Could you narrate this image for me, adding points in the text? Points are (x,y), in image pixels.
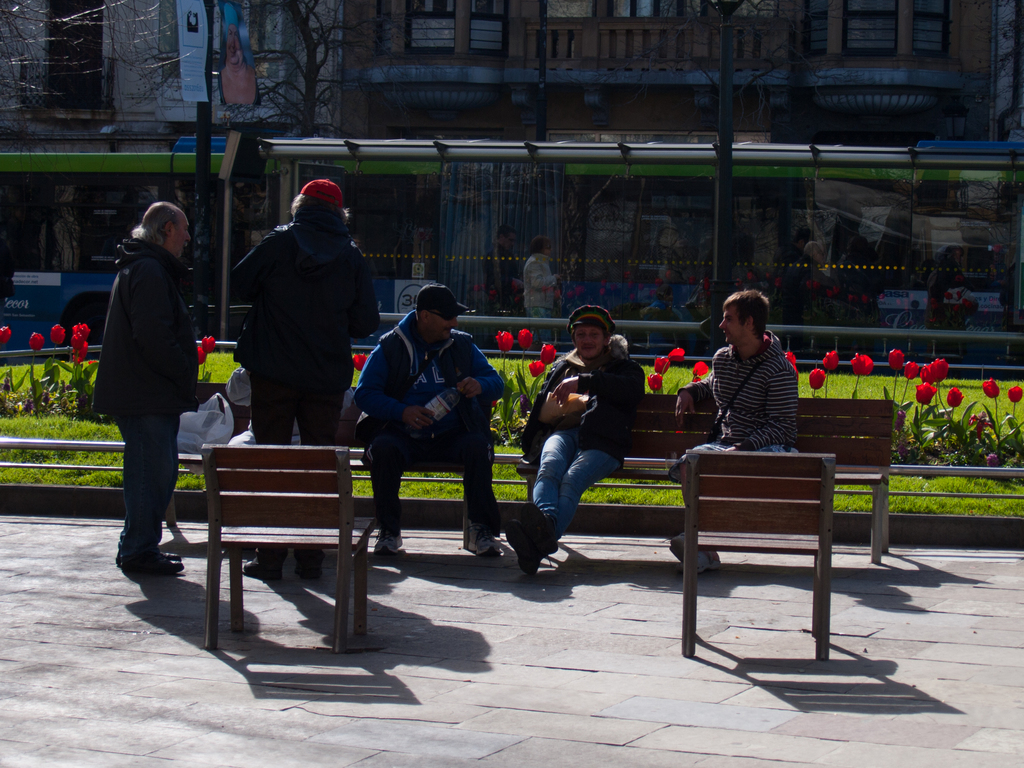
In this picture I can see three persons (452,415) sitting on the benches (770,466) and there are few people (507,296) standing. I can see vehicles (59,211), plants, flowers (85,397), trees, and in the background (754,59) there are buildings (108,73).
